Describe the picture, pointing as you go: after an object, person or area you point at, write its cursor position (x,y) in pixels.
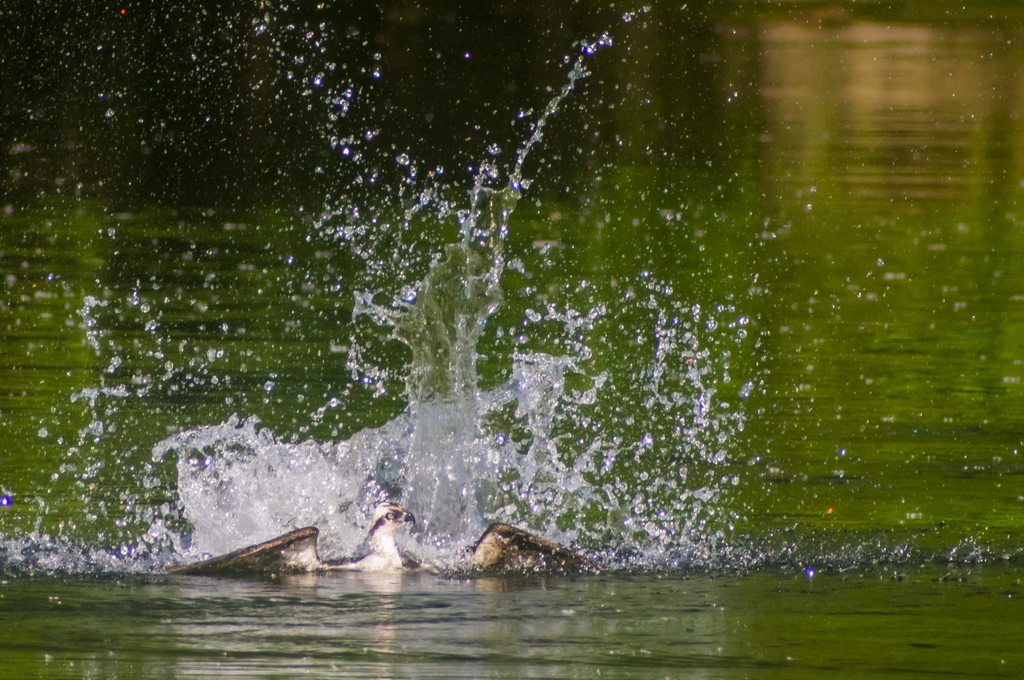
In this picture we can observe a bird (383,523) in the water (266,529). This bird (393,529) is in white and brown color. In the background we can observe a pond (421,190).
